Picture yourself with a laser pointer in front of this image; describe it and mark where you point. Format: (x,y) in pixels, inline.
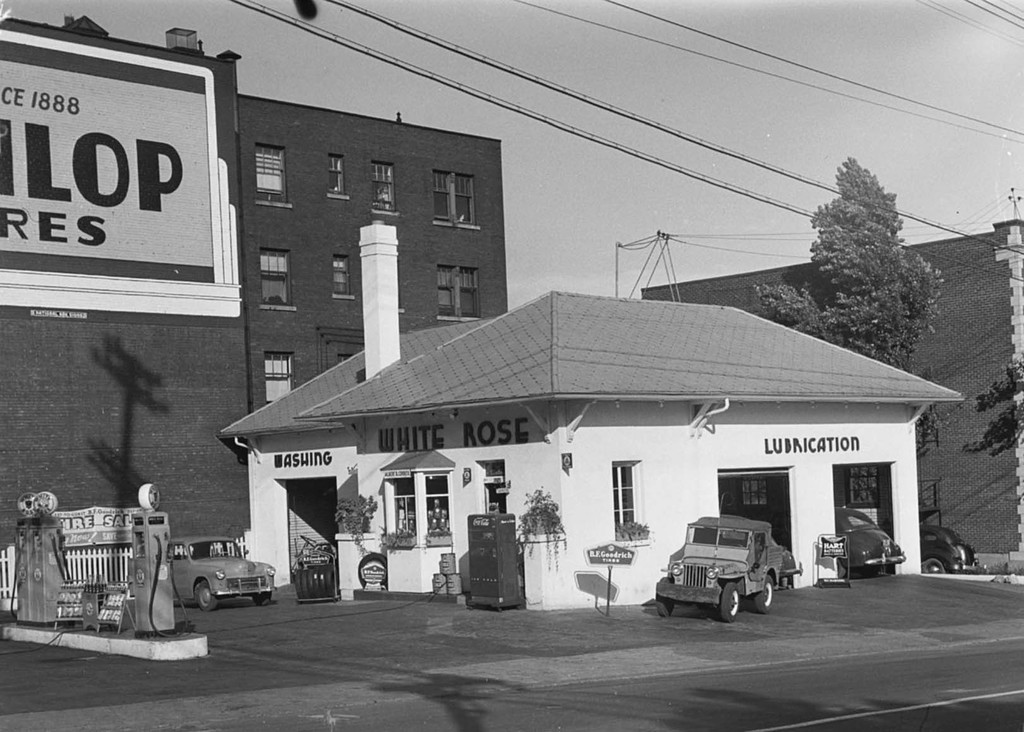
This picture is in black and white. In the middle of the picture (404,459), we see a building (470,416) in white color with text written as "WHITE ROSE". Beside that, we see cars (697,590) parked on the road (282,615). On the left side (115,569), we see gas pumps (62,558) and an iron railing (10,553). In the background (301,319), we see buildings (791,283) and a tree (878,243). At the top of the picture (663,64), we see the sky (645,169) and the wires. In the left top of the picture (145,118), we see a board (102,186) with some text (40,137) written on it.
